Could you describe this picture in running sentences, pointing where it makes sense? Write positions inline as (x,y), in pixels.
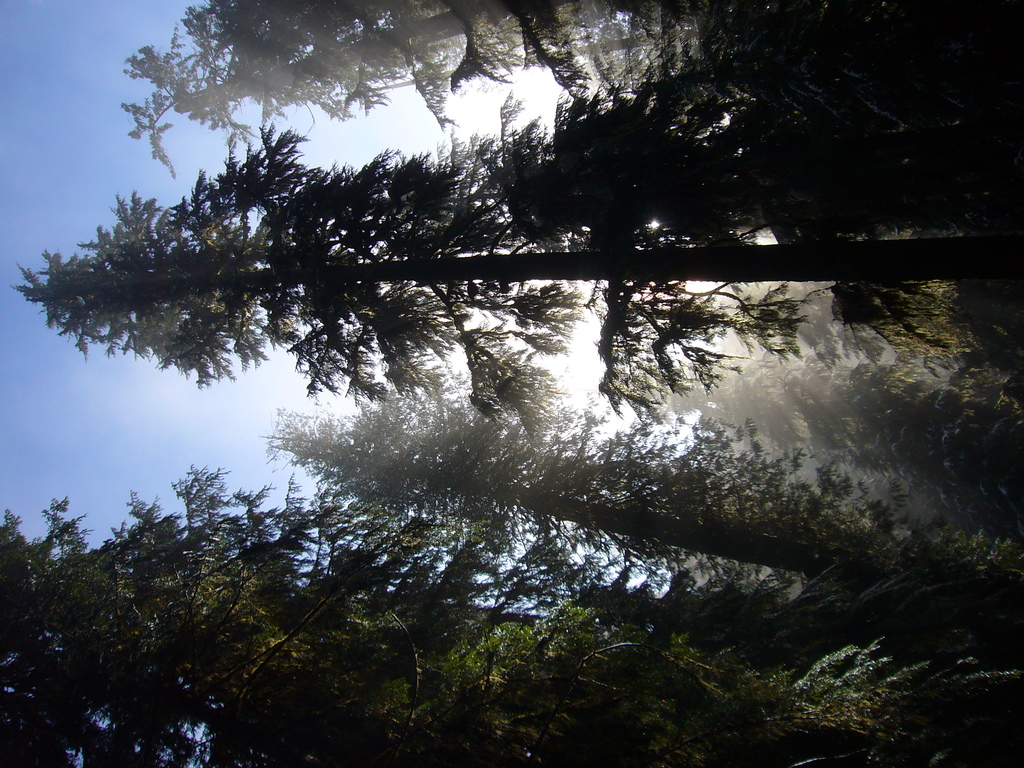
In this picture we can observe some tall trees (406,305). In the background (88,441) there is a sky (109,174) with some clouds (517,348).
